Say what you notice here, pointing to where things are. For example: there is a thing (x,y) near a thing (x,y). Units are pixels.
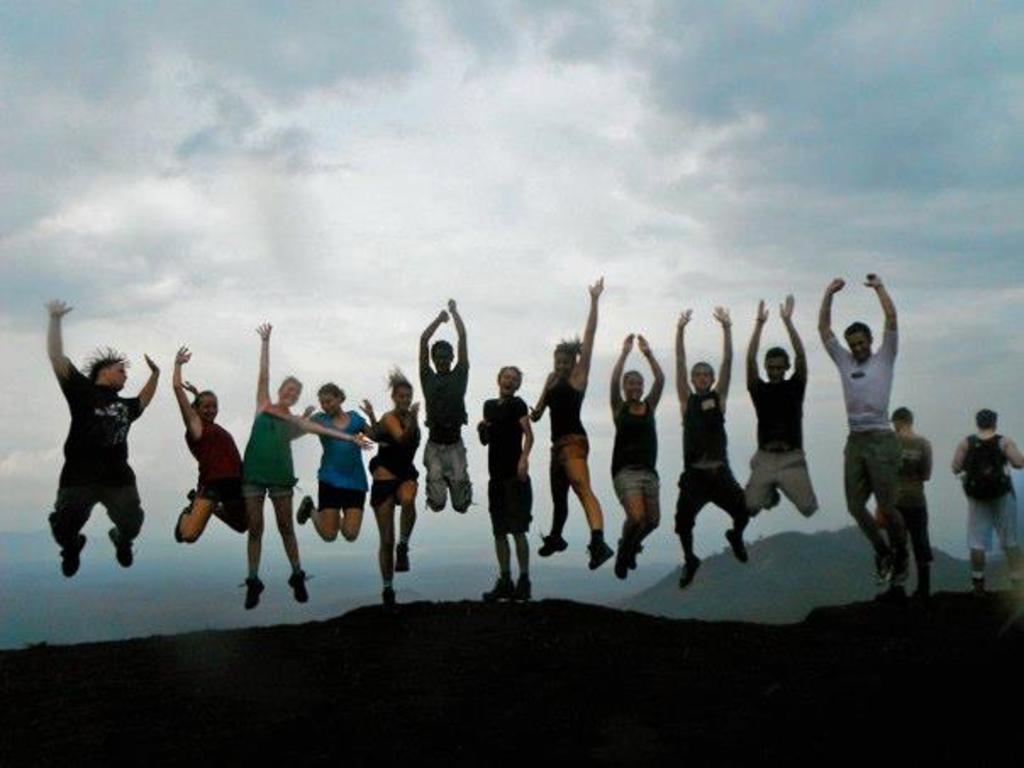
In this image there is the sky (401,243) towards the top of the image (523,192), there are clouds (419,154) in the sky (483,116), there are mountains (798,560), there is a woman (524,499) standing, there are two men (909,441) standing, there is a man (976,514) wearing a bag (997,455), there are group of persons (804,374) jumping, there is a mountain (435,671) towards the bottom of the image (626,681).
